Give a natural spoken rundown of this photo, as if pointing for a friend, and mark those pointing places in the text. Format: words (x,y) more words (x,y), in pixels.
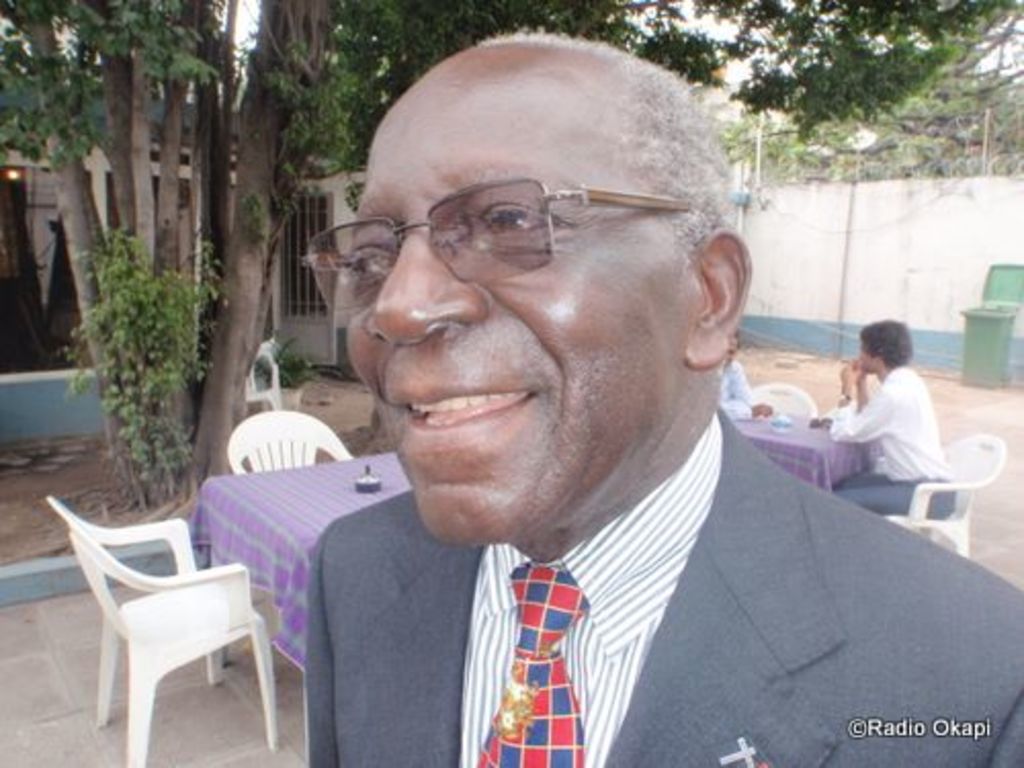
In this image, we can see tables (325,475) and chairs (299,450). There are two persons (917,379) on the right side of the image (920,405) sitting in front of the table (812,439). There is a person (604,641) at the bottom of the image (517,673) wearing spectacles (502,236). There is a trash bin (980,340) in front of the wall (895,223).
